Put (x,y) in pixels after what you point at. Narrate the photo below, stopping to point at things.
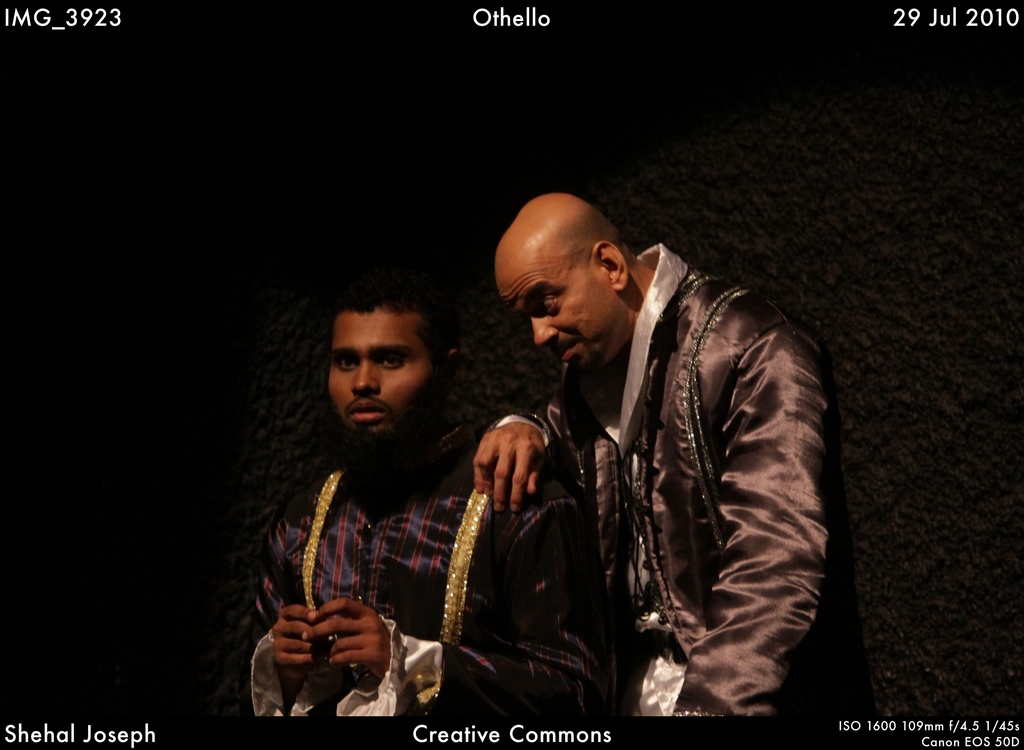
This is a stage photograph. In the center of the image (436,352) we can see two persons (618,473) are standing. In the background of the image (923,129) we can see the wall (280,411). At the top (552,25) and bottom of the image (566,739) we can see the text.
